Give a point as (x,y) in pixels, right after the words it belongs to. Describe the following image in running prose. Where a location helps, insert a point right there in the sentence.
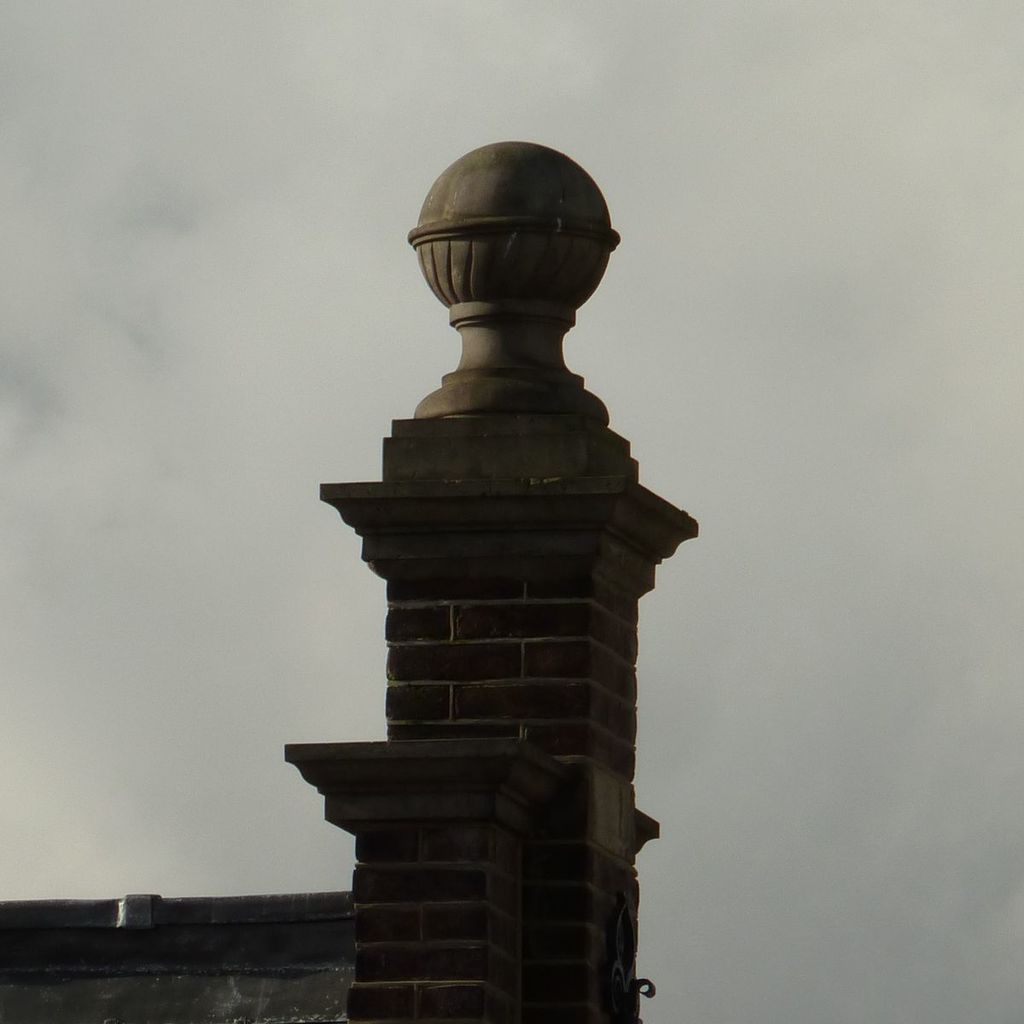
In this picture we can see the top of a building (479,314) and in the background (373,101) we can see the sky (683,460).
